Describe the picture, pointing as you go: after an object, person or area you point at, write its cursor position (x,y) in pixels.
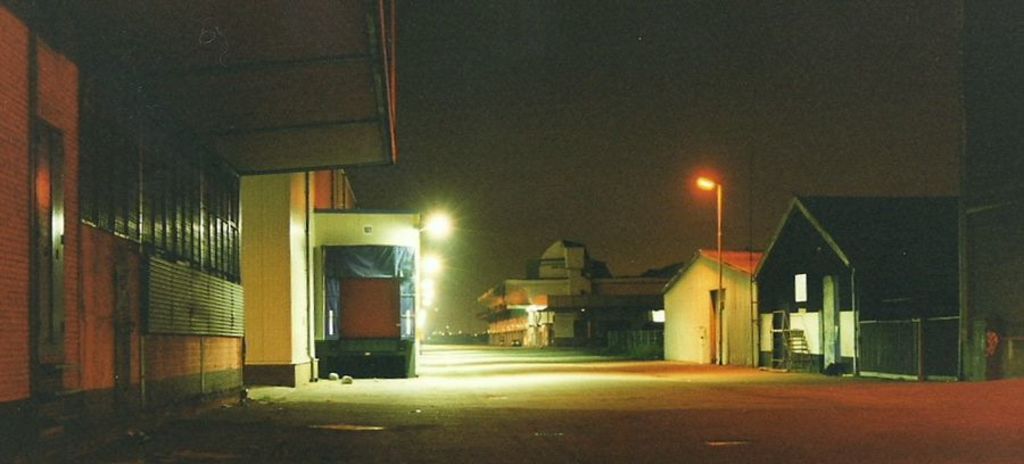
In this image I can see the view of a night on the right side (756,285), I can see some house (691,342) and a pole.
